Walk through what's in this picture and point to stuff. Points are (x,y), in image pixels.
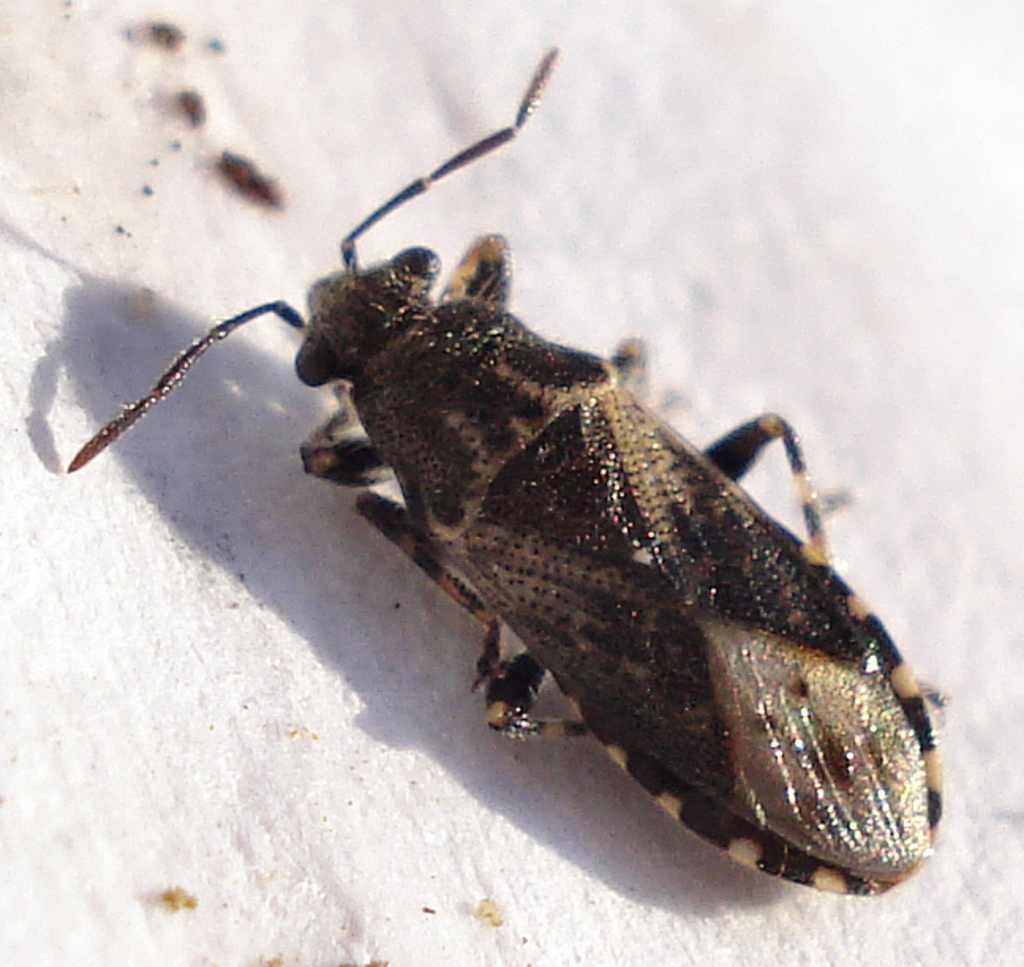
In the image there is an insect (464,446) laying on the floor (306,552).
